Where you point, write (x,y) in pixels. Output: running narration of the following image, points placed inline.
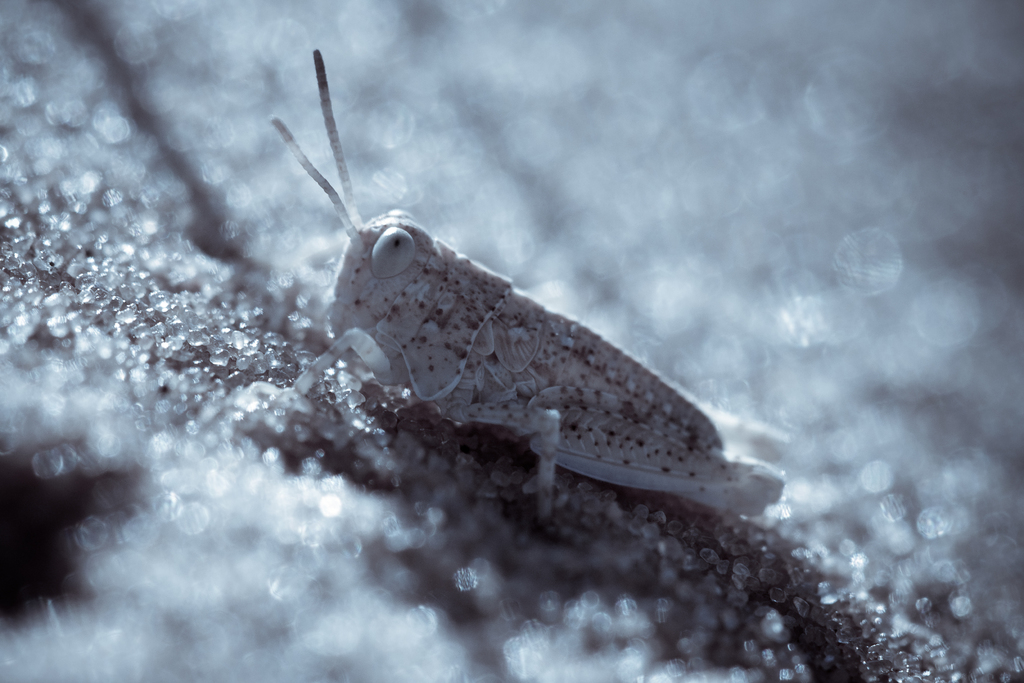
In the center of the image (584,356) there is a insect (620,382). There is sand (138,358) at the bottom of the image (259,526).
